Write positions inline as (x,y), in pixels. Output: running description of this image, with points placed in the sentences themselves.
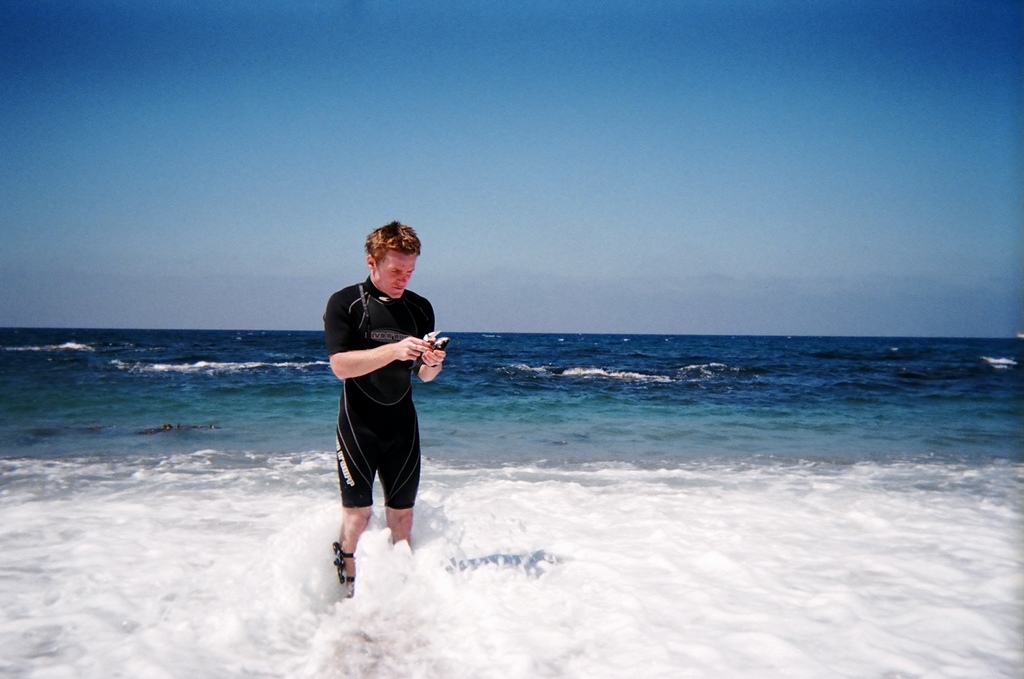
In this image I can see a person (388,251) standing on the water (572,628), wearing black dress (416,359). He is holding some object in his hands (416,346) and there is sky (769,206) at the top (769,206).
